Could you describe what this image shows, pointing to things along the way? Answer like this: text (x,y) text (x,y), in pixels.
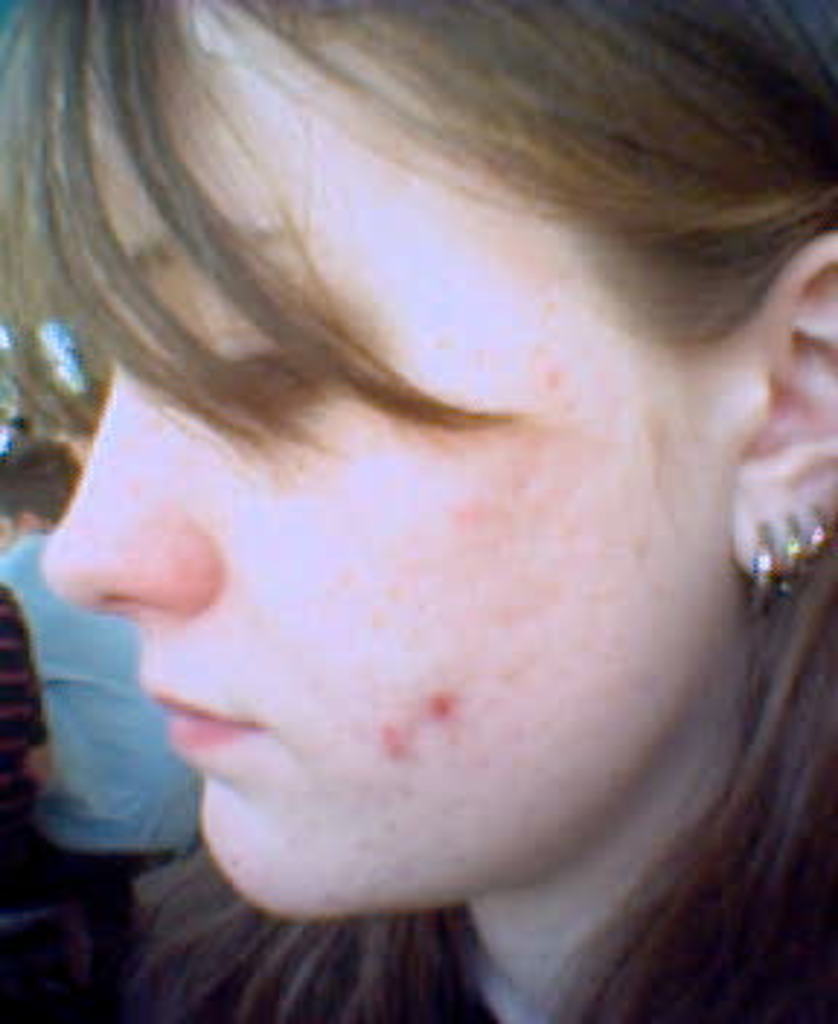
Here in this picture we can see a woman's face (558,816) and we can see some pimples (440,712) o n her face (447,685) and we can also see ear rings (759,548) on her ears (763,537) and behind her we can see people (14,663) standing over there.
